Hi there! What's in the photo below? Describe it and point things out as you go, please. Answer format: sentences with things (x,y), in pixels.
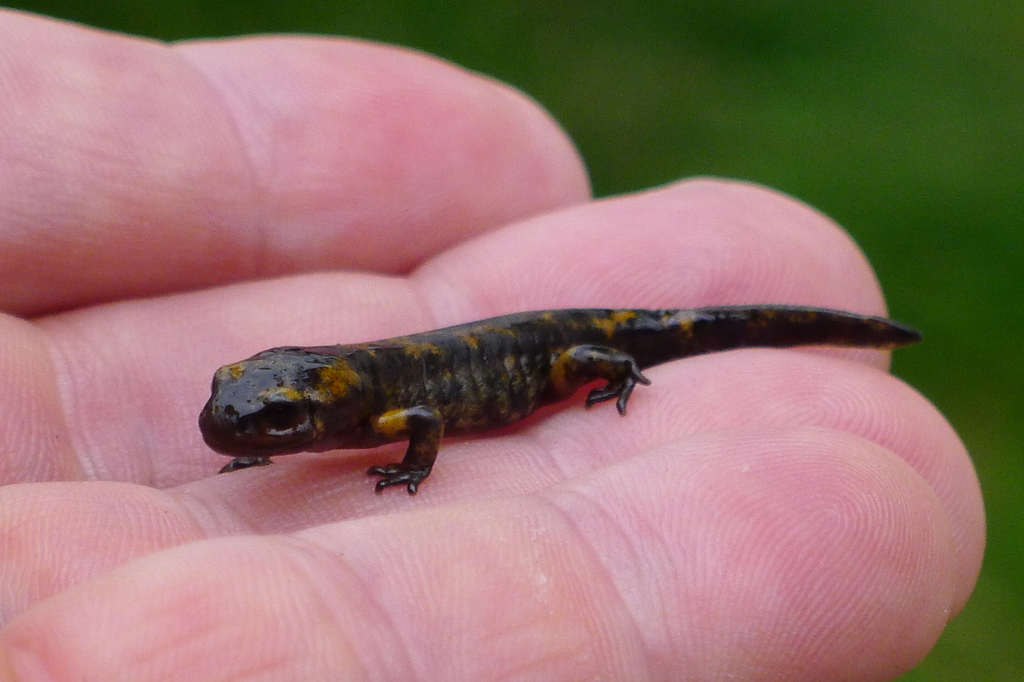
In this picture I can see there is a small black color salamander (624,384). There is a person (791,490) holding it in his hand (725,416).
